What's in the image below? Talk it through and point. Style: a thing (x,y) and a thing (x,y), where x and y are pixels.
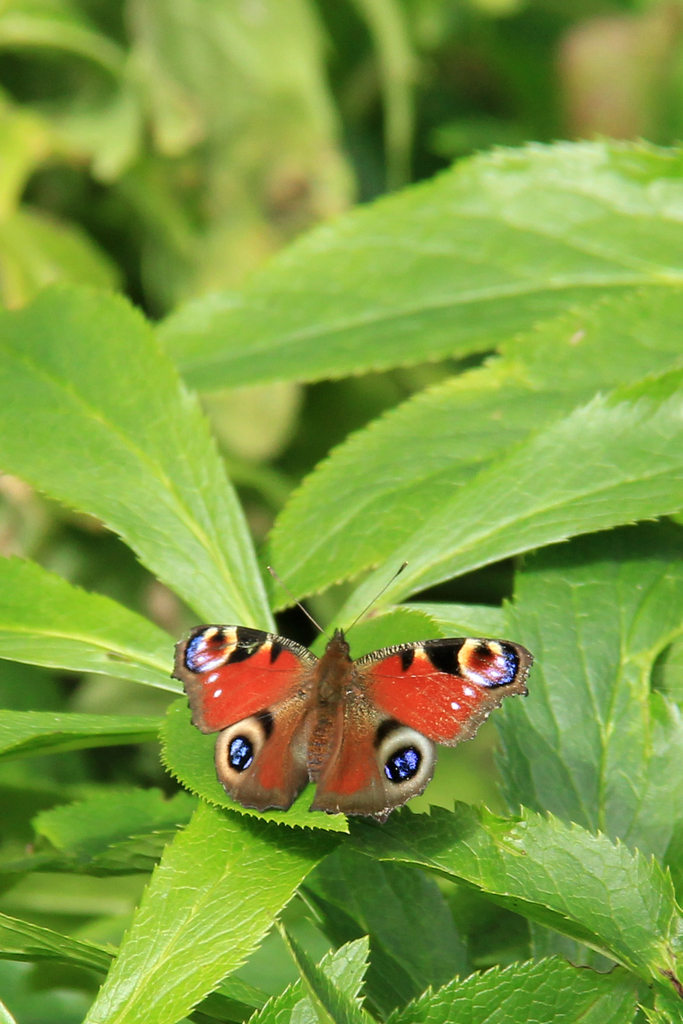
In this image there are leaves (311,364). In the center (343,681) there is a butterfly (330,705) on the leaves (218,812).
